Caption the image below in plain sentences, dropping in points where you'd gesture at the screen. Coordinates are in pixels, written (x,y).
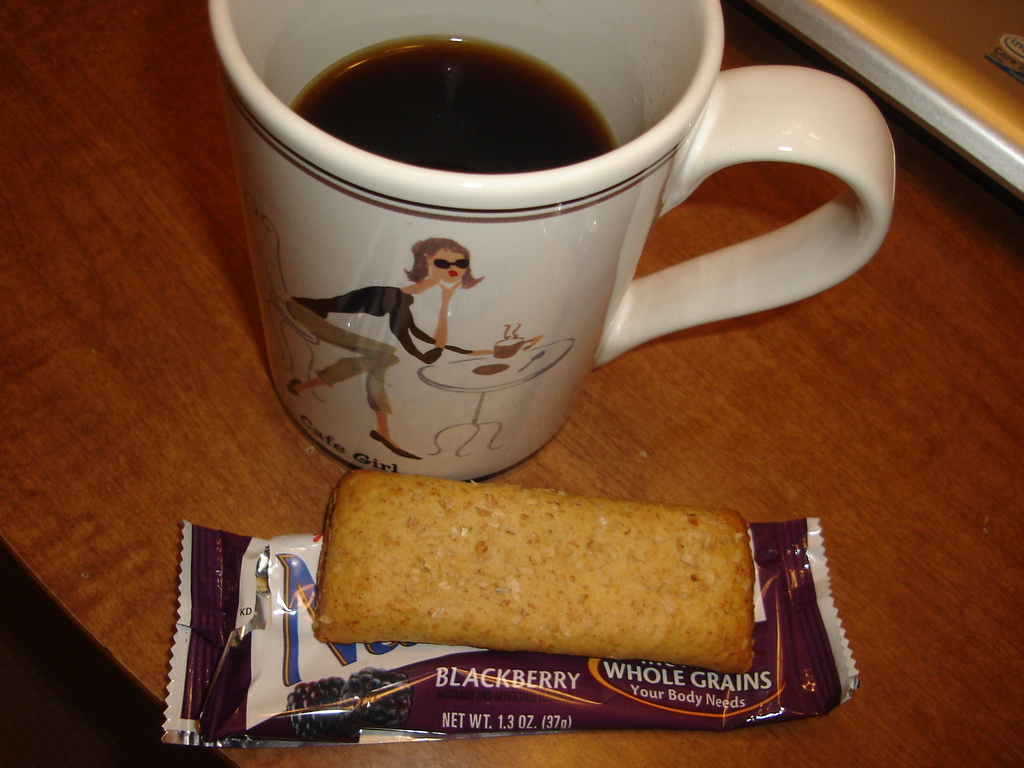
At the down it's a cereal bar (701,552), this is the cup (415,9) in white color.
